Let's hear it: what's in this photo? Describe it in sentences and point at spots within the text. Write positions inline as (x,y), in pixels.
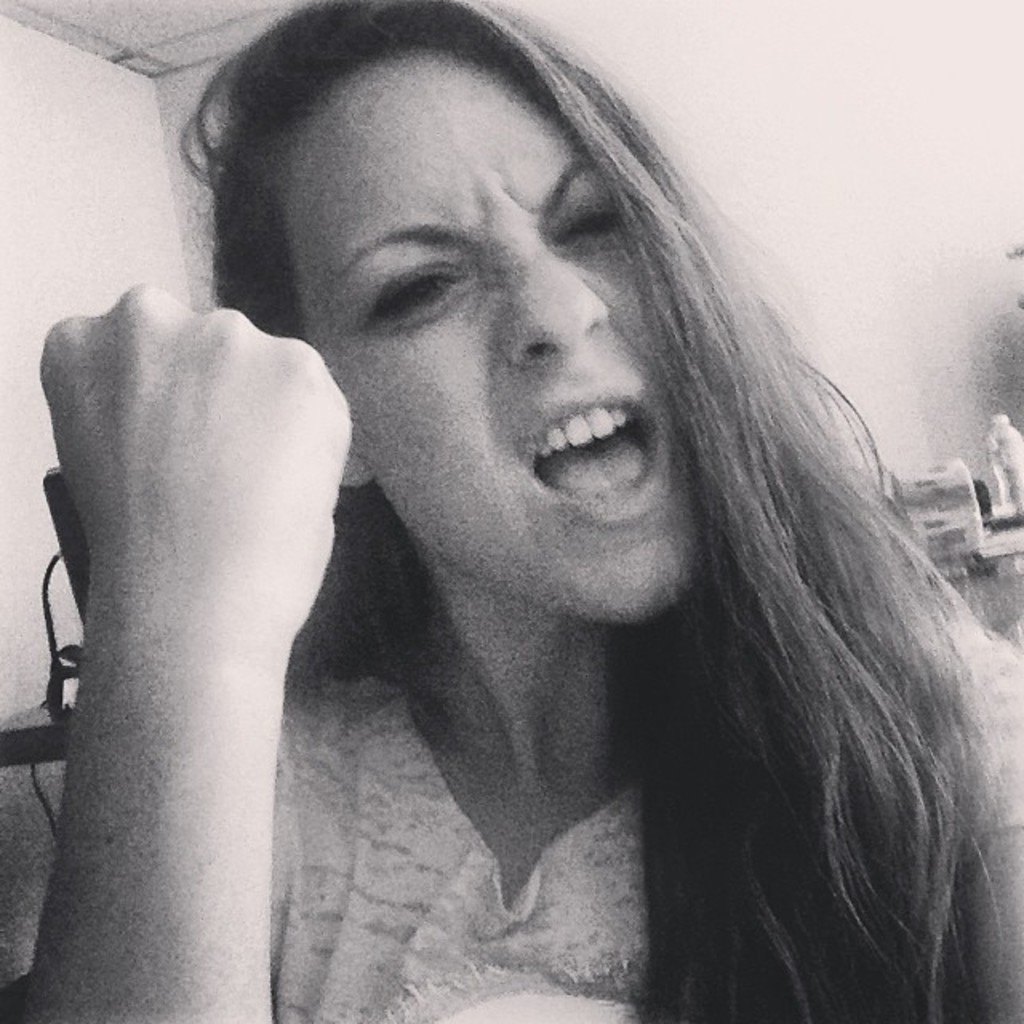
There is a woman (800,796) opened her mouth (603,501) and shaking her fist (237,504) and there are some other objects (968,464) behind her.
